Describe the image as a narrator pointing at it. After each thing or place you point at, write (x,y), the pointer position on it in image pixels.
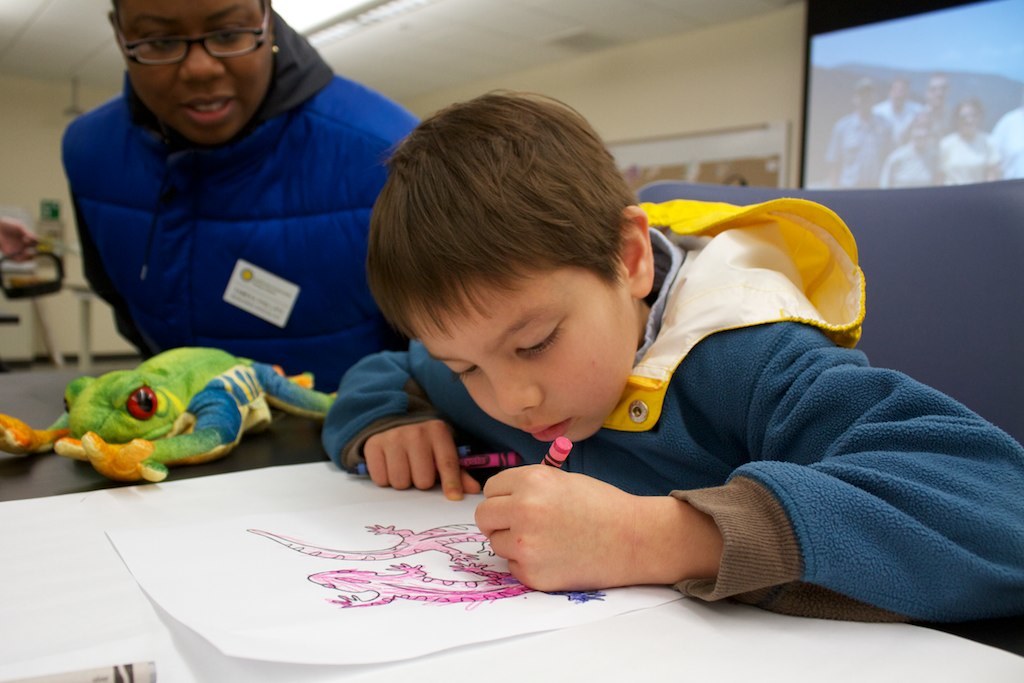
In this image I can see a boy (709,453) drawing. There is a person (224,68) beside him, wearing a coat (193,264). There is a projector display (918,132) on the right (829,146).
